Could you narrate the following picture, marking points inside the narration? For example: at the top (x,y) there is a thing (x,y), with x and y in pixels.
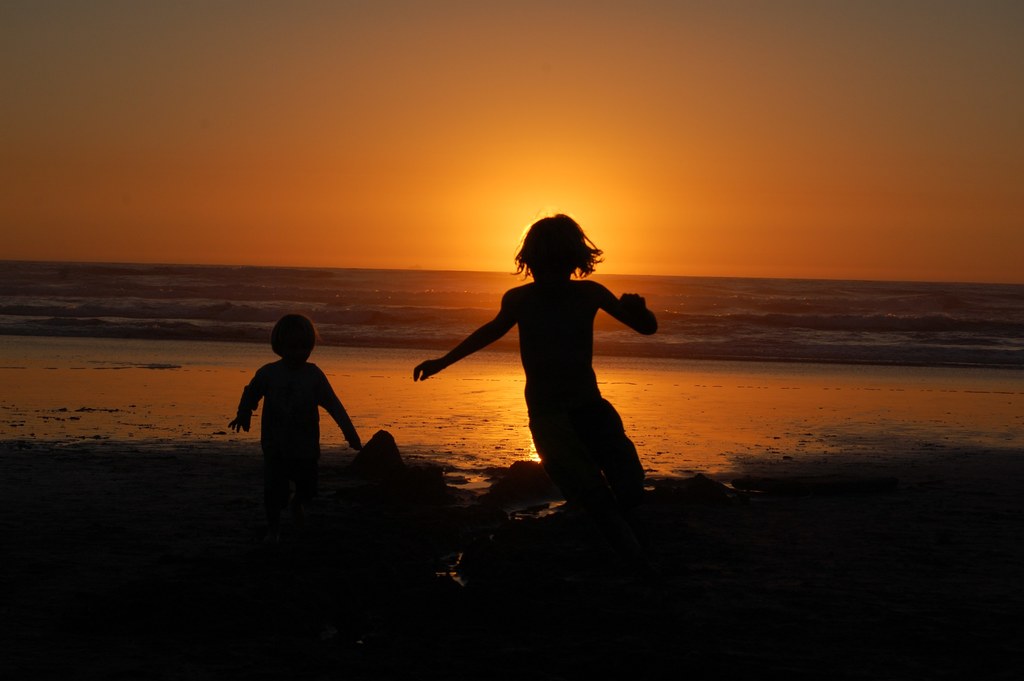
In this image we can see two persons (306,434) are in the motion on the sand (183,485). In the background (358,300) we can see water (293,299) and the sky (283,180).
